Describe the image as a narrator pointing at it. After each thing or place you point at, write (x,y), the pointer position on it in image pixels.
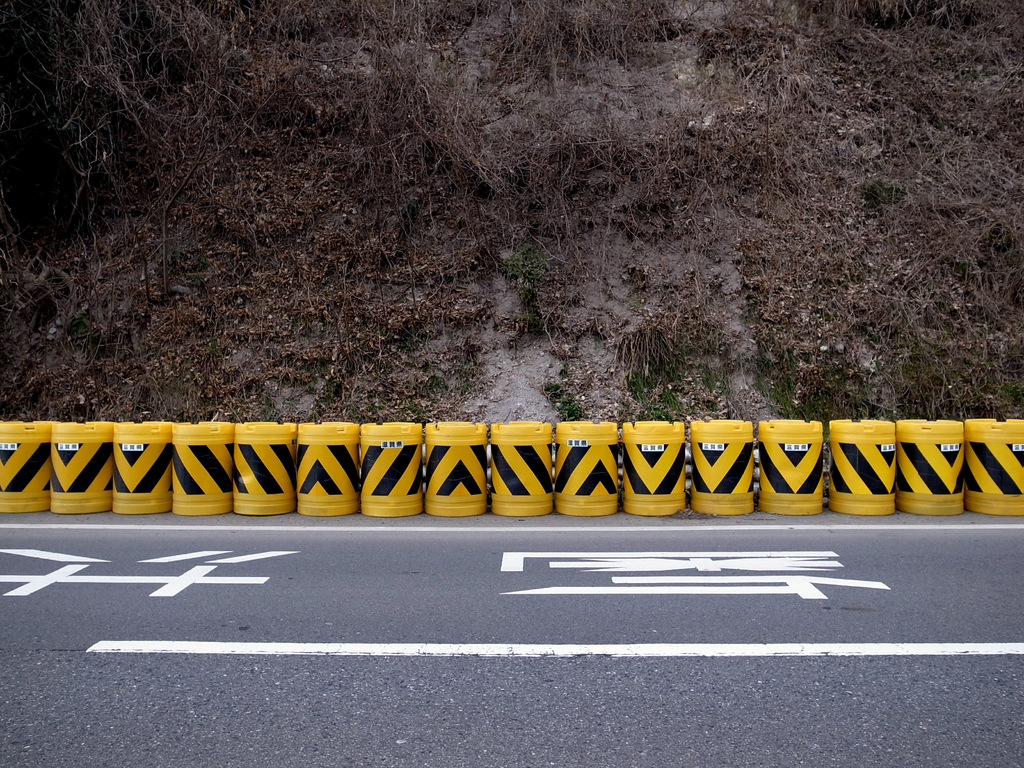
In this picture we can see a road (352,564). Behind the road (408,574), those are looking like traffic barrels (654,467). Behind the traffic barrels (655,490), it looks like a hill (529,171).
